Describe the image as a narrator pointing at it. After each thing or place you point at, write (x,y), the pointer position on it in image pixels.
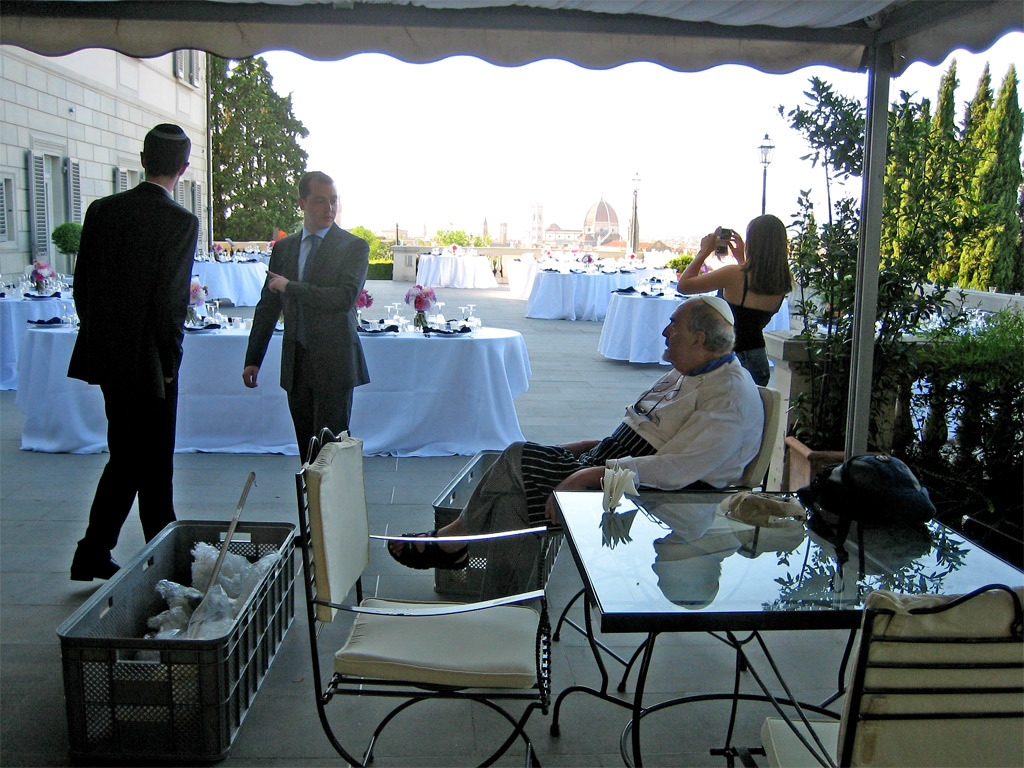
In this image there are 2 persons (312,288) standing, a woman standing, another person (693,472) sitting in a chair (769,435), and in table (628,540) there are tissue papers (611,484), bag (837,480), chair (967,599), a basket (141,739) and in back ground (417,334) there is table (426,365), glass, flower vase (409,301), sky (369,186), tree (263,178), building (195,65), light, pole (861,451).
